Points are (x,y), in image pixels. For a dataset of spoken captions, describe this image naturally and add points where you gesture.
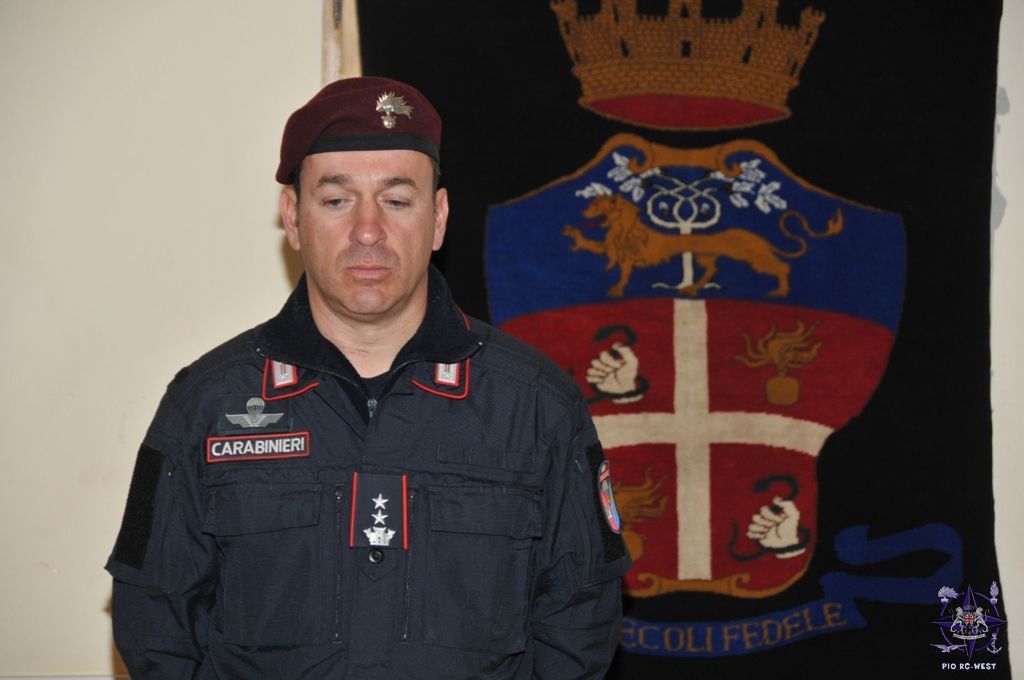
In the image, we can see a man (380,309) is standing. He is wearing blue color jacket (354,419) and cap (371,125) over his head (356,195). Behind the person (327,401) there is a wall (194,175) and a poster (732,288).
